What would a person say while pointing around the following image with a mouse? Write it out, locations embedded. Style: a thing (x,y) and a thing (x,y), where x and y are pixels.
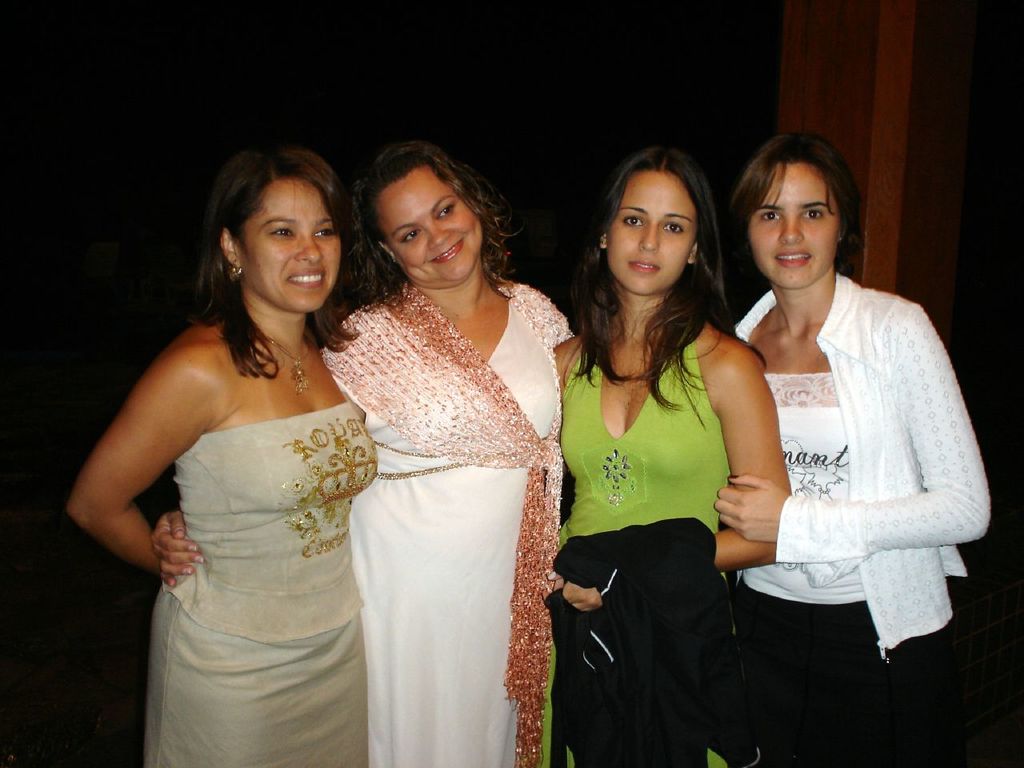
In this image we can see few people (645,365) standing and posing for a photo and in the background (929,250) the image is dark.
